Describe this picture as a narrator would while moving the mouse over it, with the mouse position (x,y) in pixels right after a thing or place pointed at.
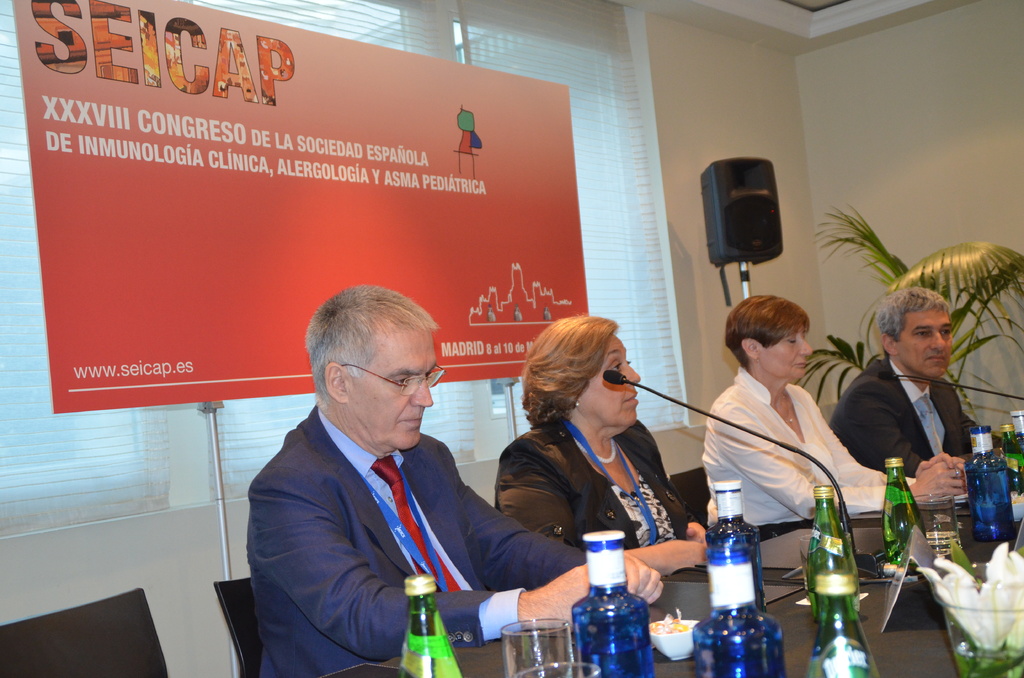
In the picture we can see four people (923,349) are sitting on the chairs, two are men (939,349) and two are women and near them, we can see a desk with some bottles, glasses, and microphones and behind them, we can see a wall (911,252) with a window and curtain (5,165) to it and to it we can see a banner (189,47) with some advertisement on it and besides it we can see a sound box (752,232) top to the stand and near it we can see some plant (943,270).
